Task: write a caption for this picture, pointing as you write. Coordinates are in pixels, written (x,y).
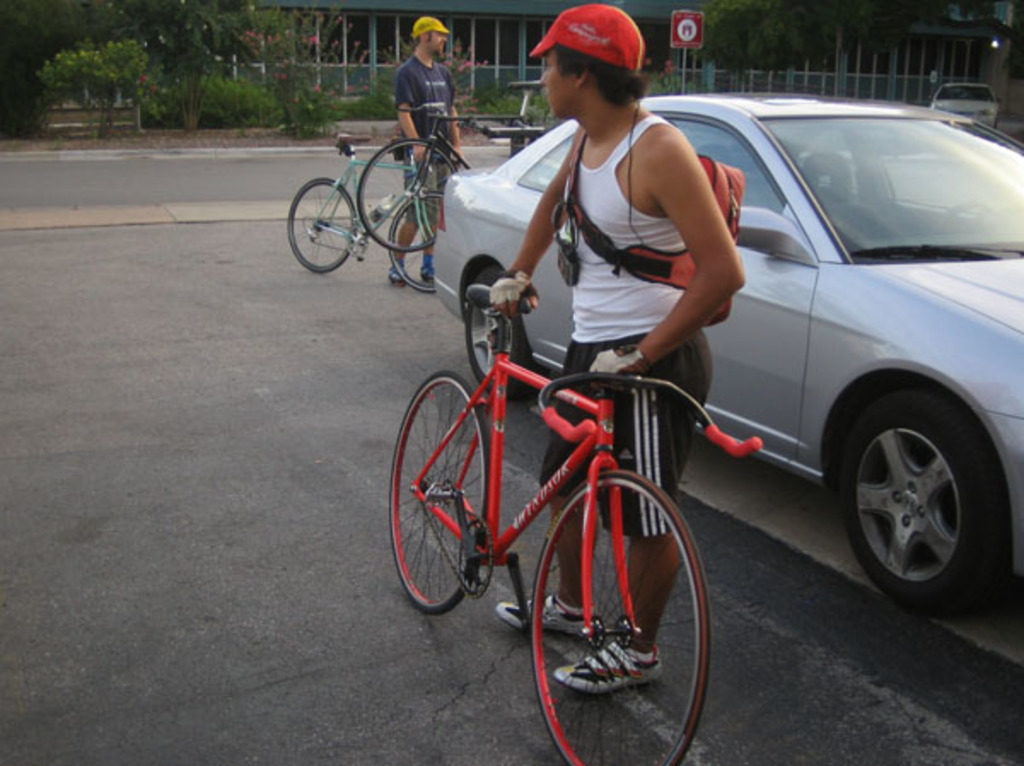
In this picture, we can see a few vehicles (841,154), two persons (590,352) with bicycles (469,513), we can see bicycles (349,150), and we can see the road (501,153), ground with grass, plants (306,112), shed (669,57) with poles (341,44), and we can see light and fencing (975,69).
